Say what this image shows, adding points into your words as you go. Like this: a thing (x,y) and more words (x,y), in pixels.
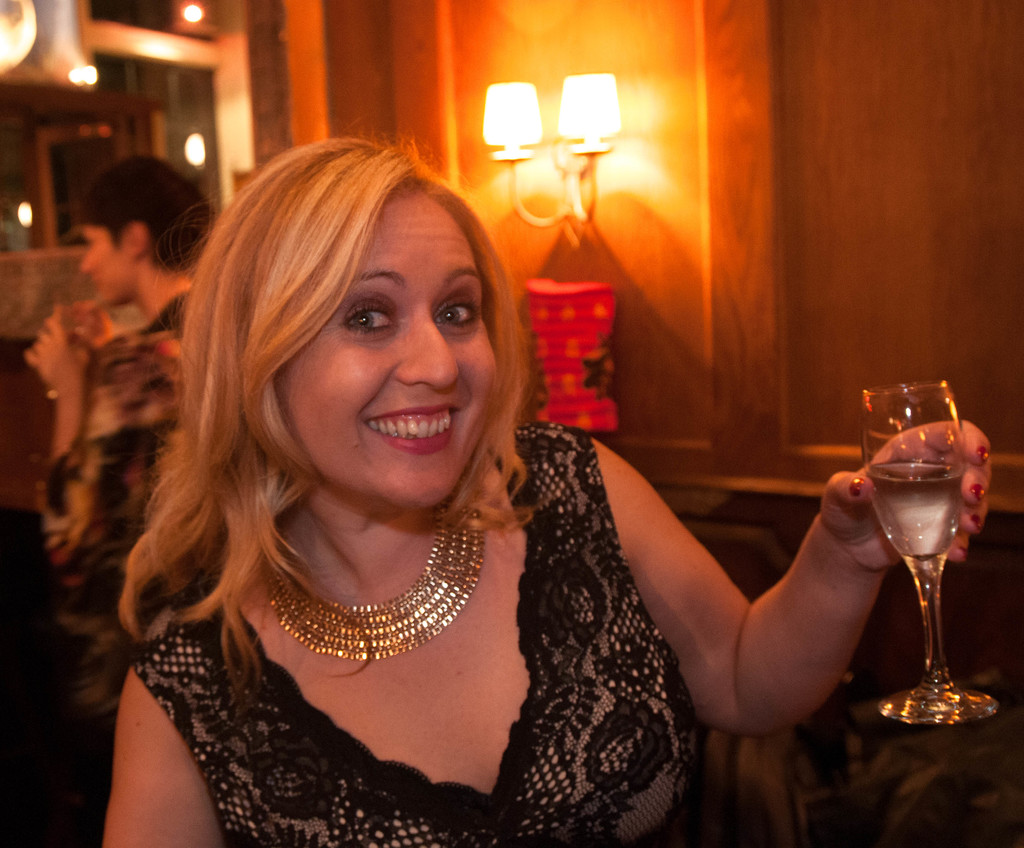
In the image we can see there is a woman (425,658) who is sitting and holding wine glass (950,466) in her hand (950,458).
